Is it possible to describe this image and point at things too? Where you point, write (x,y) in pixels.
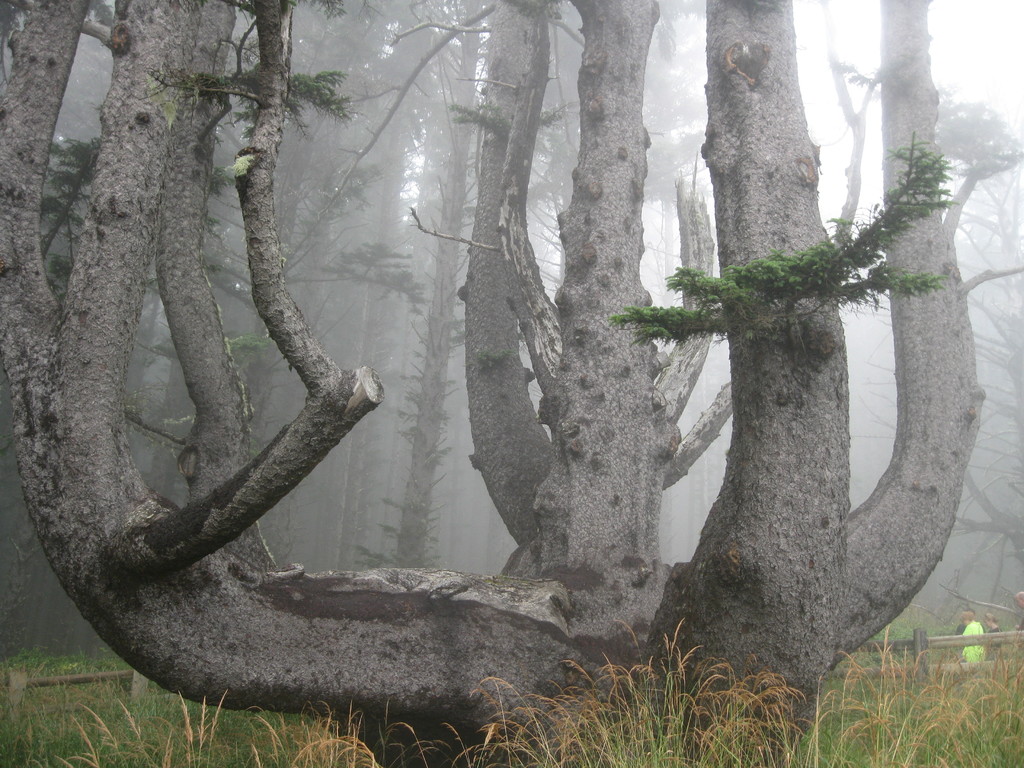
In this image, there are a few trees (684,209), people (972,649). We can see the ground (144,748) with some grass (617,749). We can also see the fence (19,692) and the sky (825,3).
